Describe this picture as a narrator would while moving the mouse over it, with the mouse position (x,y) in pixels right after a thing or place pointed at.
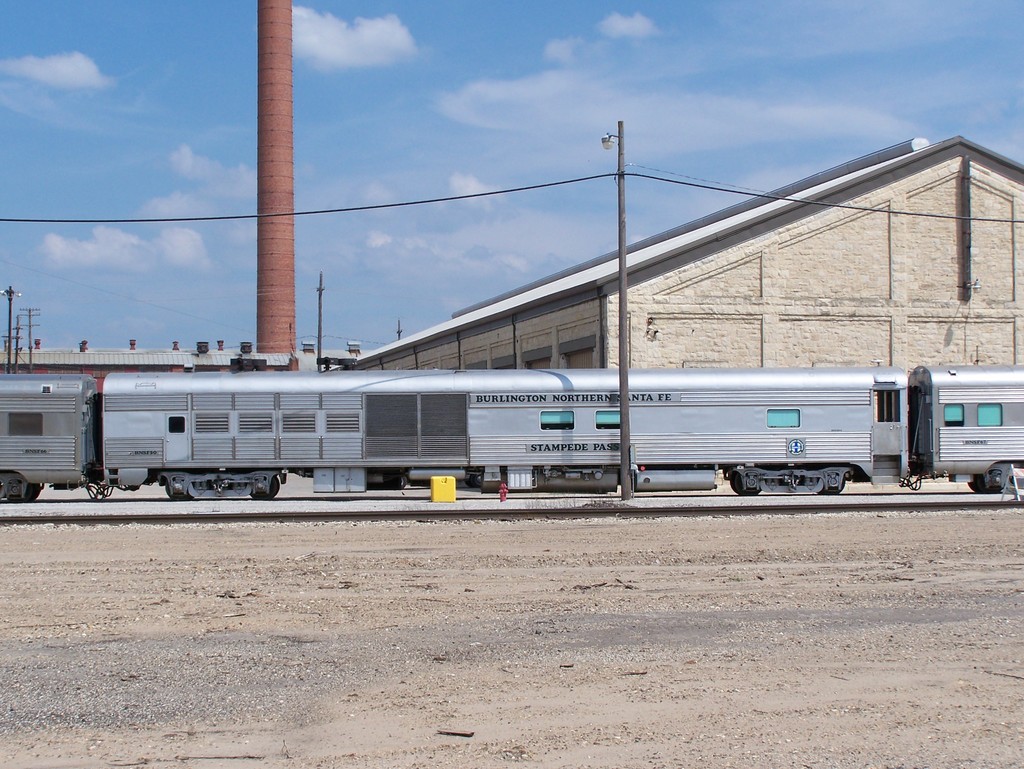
In this image we can see poles (620,225), sheds (633,322), train (744,412), cloudy sky (654,123) and things (451,482).
